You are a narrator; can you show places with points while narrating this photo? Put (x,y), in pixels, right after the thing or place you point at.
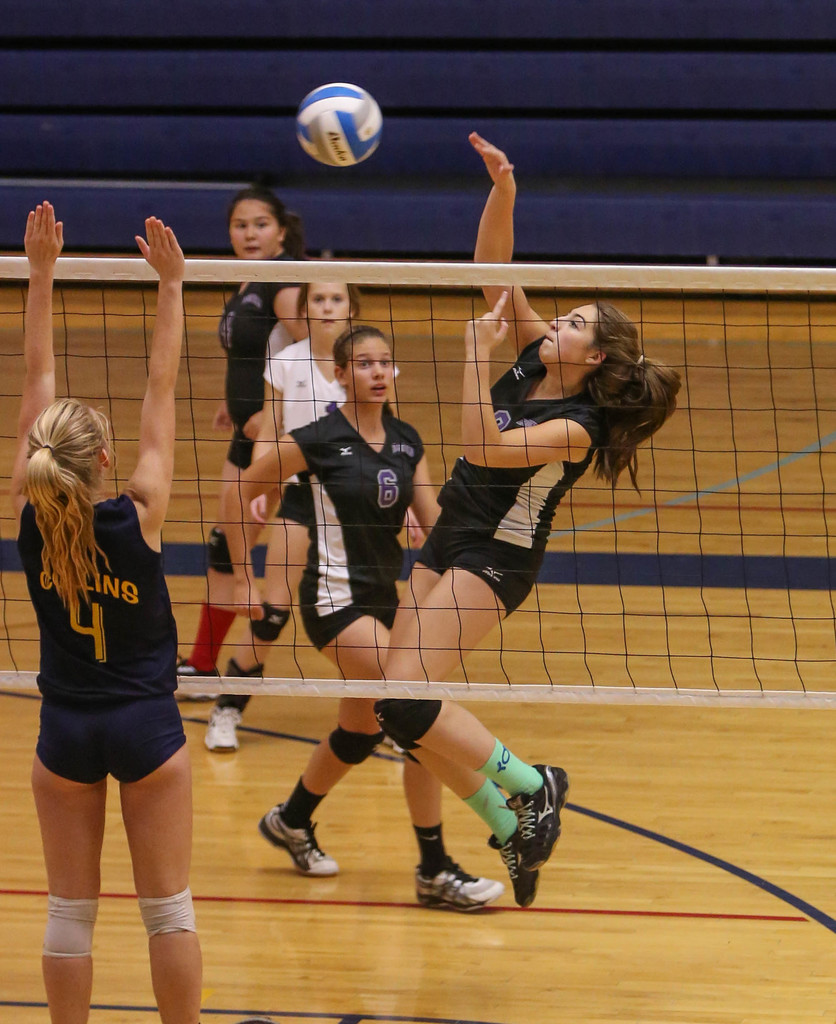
There are girls (52,528) playing volleyball and a net (186,411) in the foreground area of the image (194,395).
